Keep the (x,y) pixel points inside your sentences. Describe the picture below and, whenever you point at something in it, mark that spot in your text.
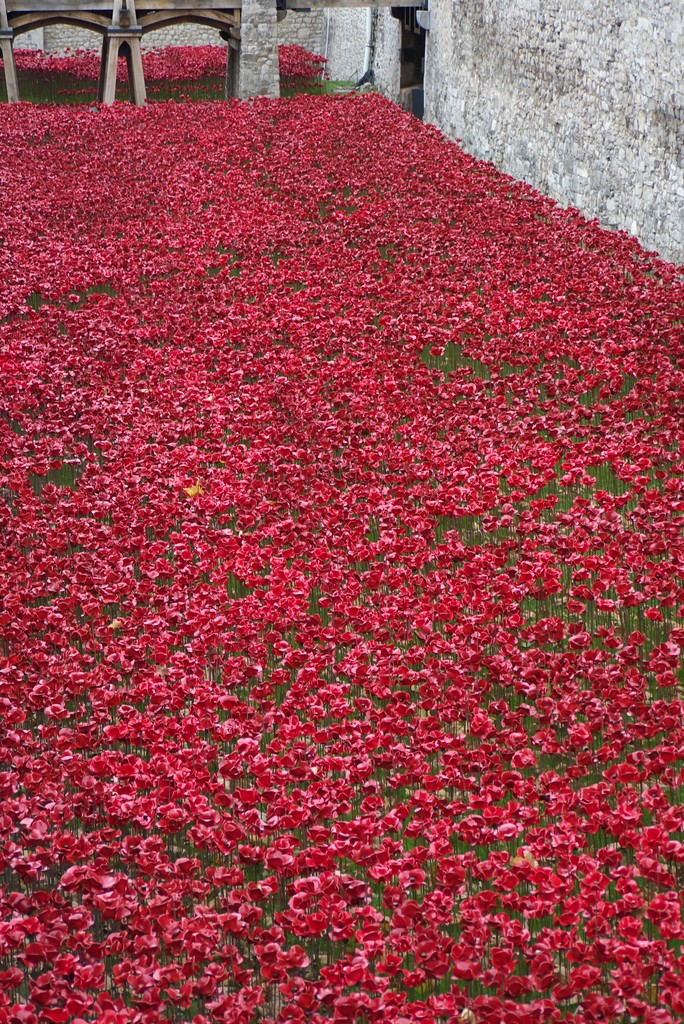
Here we can see plants (214,445) with red color flowers (377,656) and in the background (642,63) we can see a wall (70,38) and an object (117,36) on the wall (28,31).
